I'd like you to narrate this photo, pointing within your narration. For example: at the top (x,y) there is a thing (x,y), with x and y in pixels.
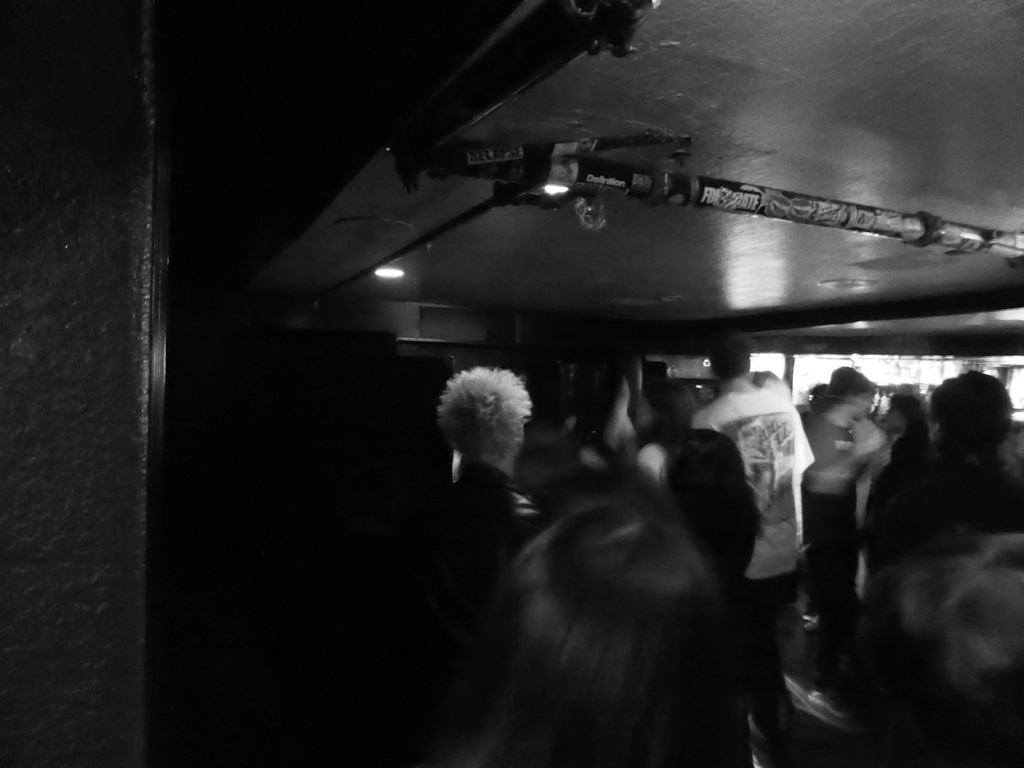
As we can see in the image there are group of people (436,593) here and there and a wall (272,304). The image is little dark.
